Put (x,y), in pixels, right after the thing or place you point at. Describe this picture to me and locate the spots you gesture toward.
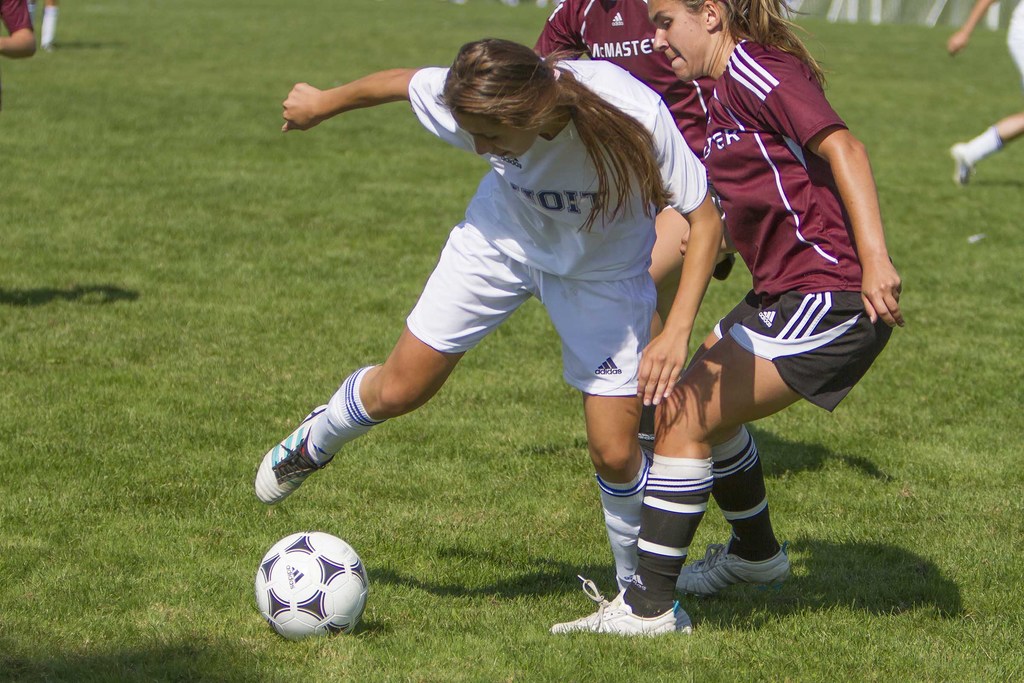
In this image I can see women (667,335) are playing football. These women (593,227) are wearing jerseys (744,223), shorts (602,376) and shoes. Here I can see the grass (191,607) and a ball (263,595).
